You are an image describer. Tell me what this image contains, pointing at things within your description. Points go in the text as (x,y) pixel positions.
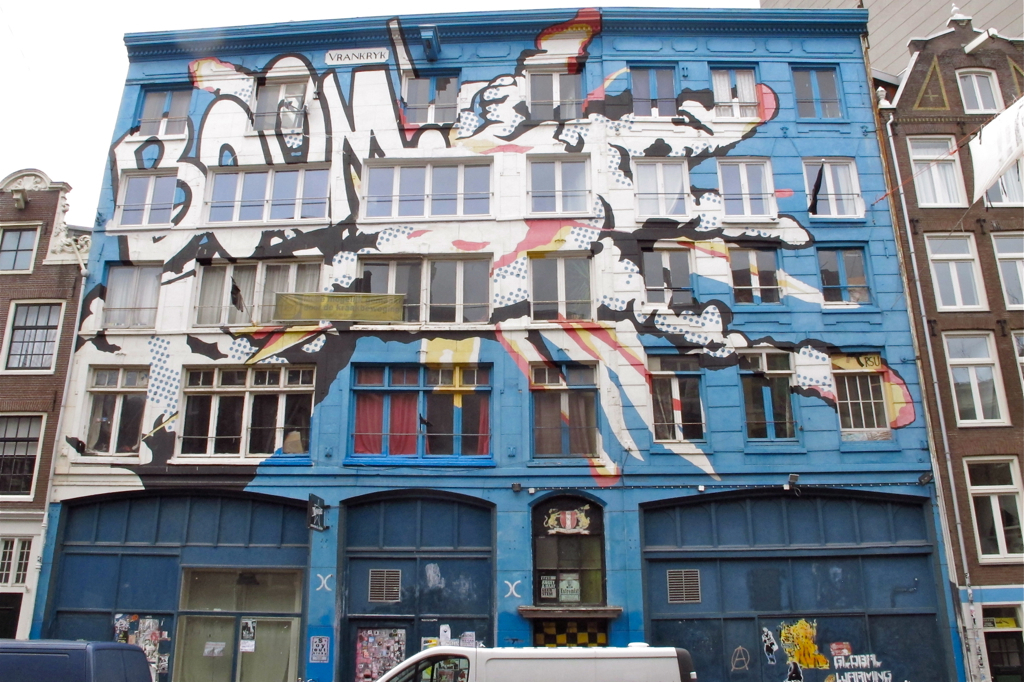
In this picture, we see buildings (463,355) which are in blue and brown color. At the bottom of the picture (115,681), there are vehicles (579,657) moving on the road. We even see some posters (247,641) pasted on that building (394,516) and at the top of the picture (41,81), we see the sky (45,96).
